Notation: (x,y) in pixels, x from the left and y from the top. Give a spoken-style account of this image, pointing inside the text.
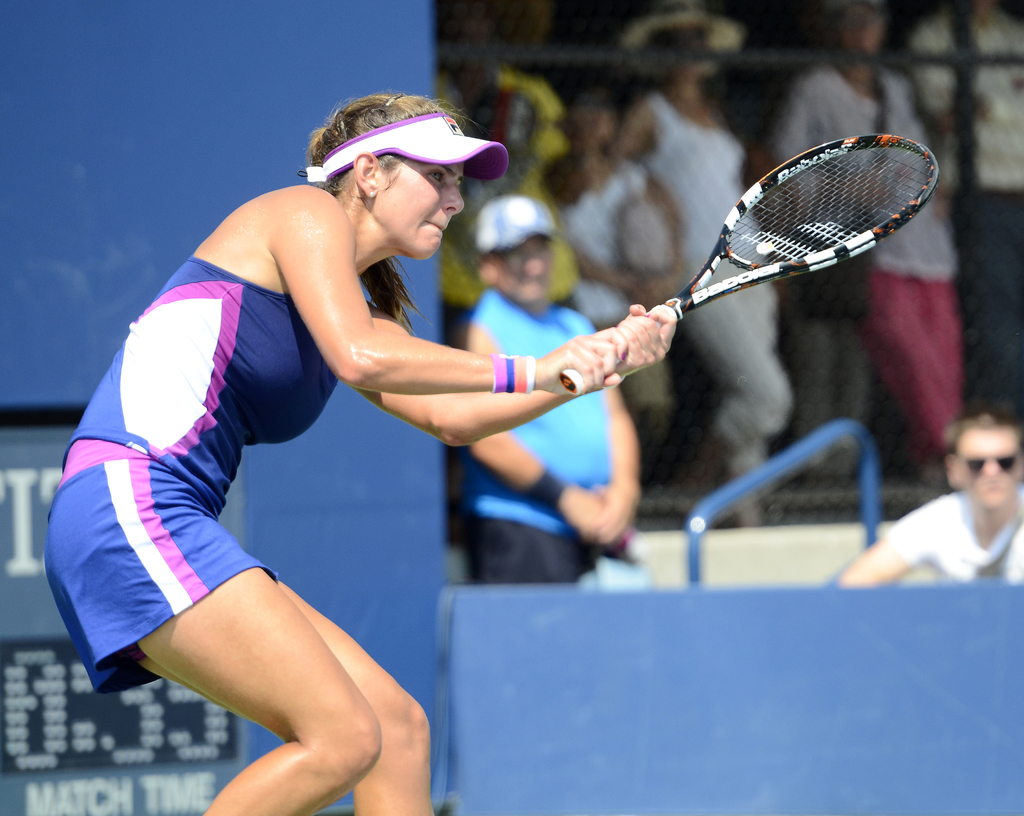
As we can see in the image there are few people (941,379) here and there and banner (1005,723). The woman (150,321) standing in the front (315,394) is wearing a blue color dress (285,361) and holding a tennis racket (767,246).
